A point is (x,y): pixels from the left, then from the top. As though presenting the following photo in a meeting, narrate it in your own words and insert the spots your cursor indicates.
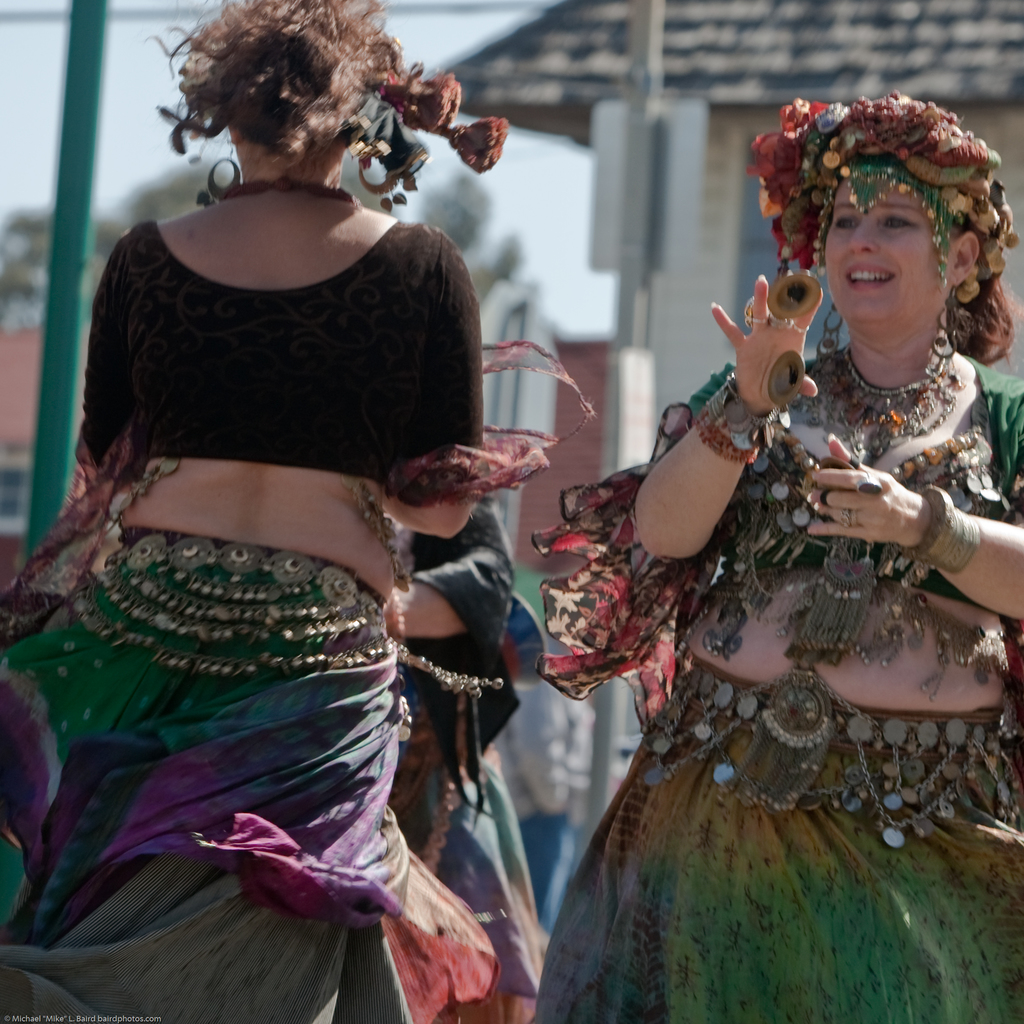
In this image there are group of persons (373,526) standing. On the right side (849,630) there is a woman (844,621) standing and smiling. In the background (599,345) there are trees (139,205), buildings (591,363), poles (71,326). On the left side (70,334) there is a pole (73,347) which is green in colour.
